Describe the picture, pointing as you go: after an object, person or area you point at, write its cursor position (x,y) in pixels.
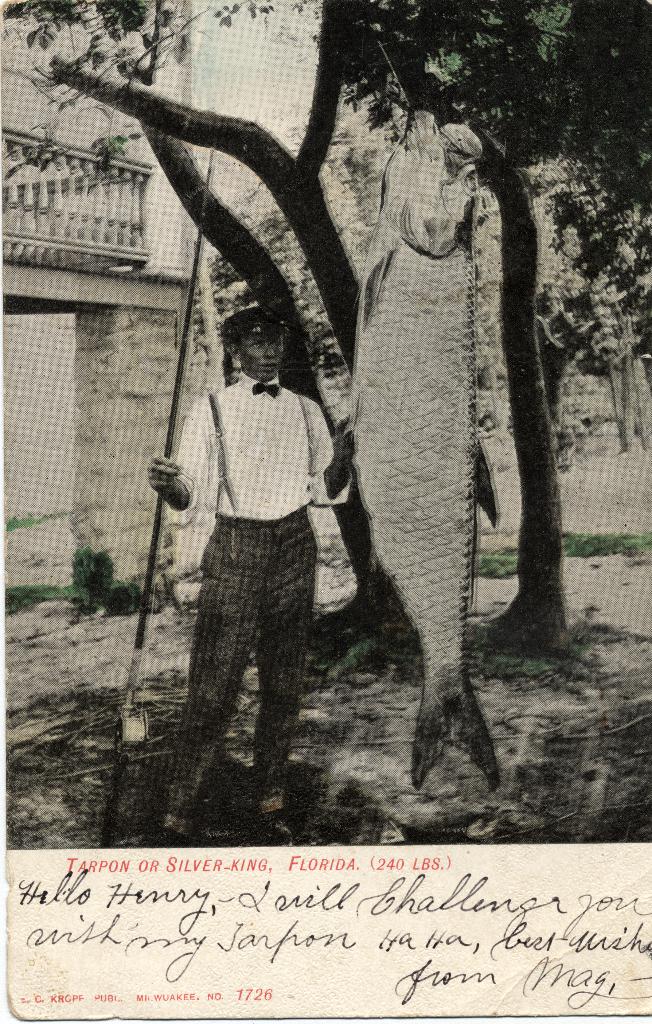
The image is in colour, there a man (233,513) is standing, and holding a fishing rod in the hand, at the back (319,155) there are trees (645,96), there is a building (76,194), the matter (251,876) is written on it.
